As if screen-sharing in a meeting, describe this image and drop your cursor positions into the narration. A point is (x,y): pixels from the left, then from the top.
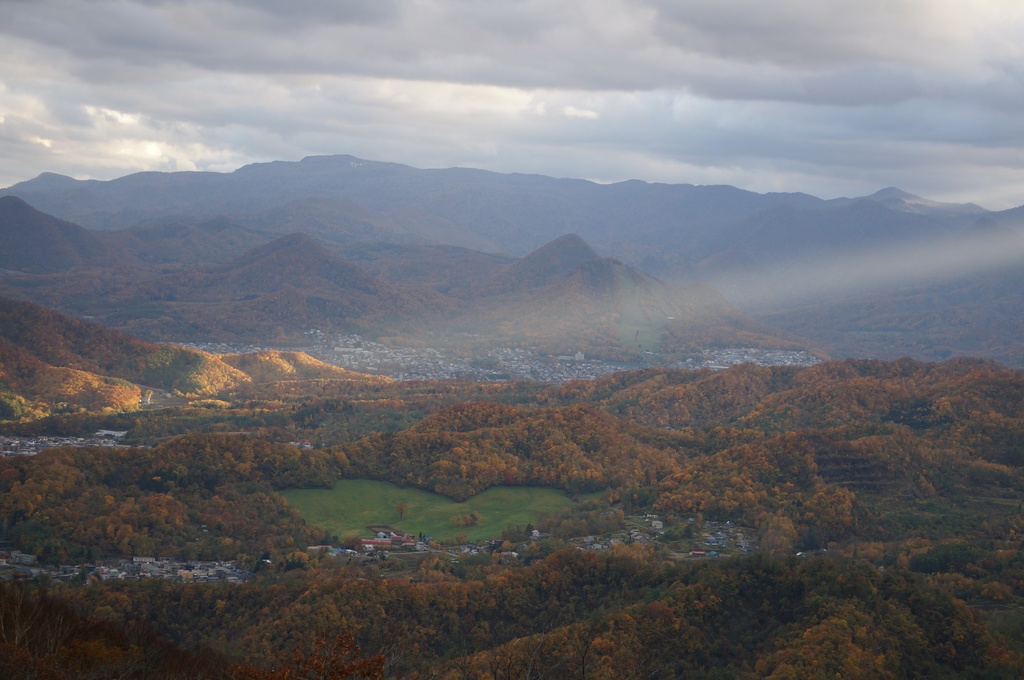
In this picture we can see trees (505,470) and grass (443,517), they are looking like buildings (227,571) on the left side (165,571), in the background (620,264) there are hills (509,283), we can see the sky (540,60) at the top of the picture (526,39).
